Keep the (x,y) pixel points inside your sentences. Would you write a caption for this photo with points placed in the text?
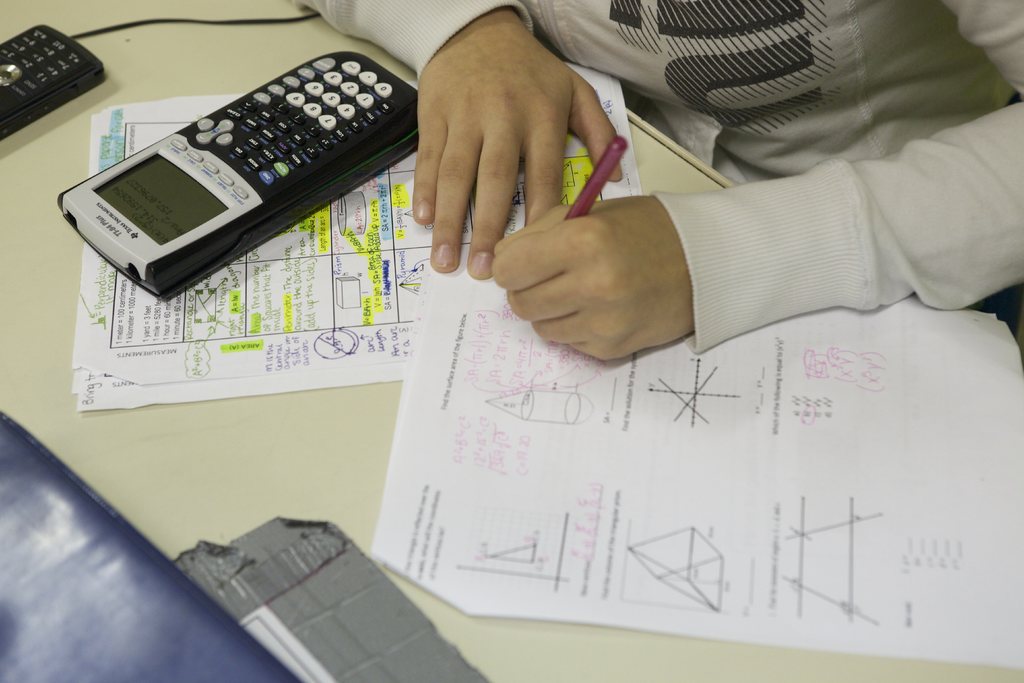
In this image, we can see a person (825,111) holding a pen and there are some papers (687,531) and a calculator (141,242) and some other objects (42,81) on the table (274,458).
